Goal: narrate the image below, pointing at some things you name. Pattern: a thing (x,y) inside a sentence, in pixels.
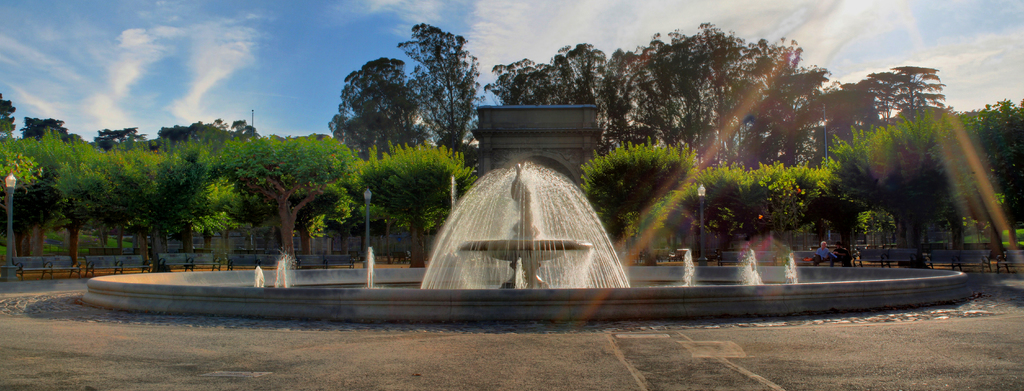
In the image there is water fall (544,259) in the middle (550,216) with trees (784,236) behind it all over the place and above its sky (263,44) with clouds (633,9).
